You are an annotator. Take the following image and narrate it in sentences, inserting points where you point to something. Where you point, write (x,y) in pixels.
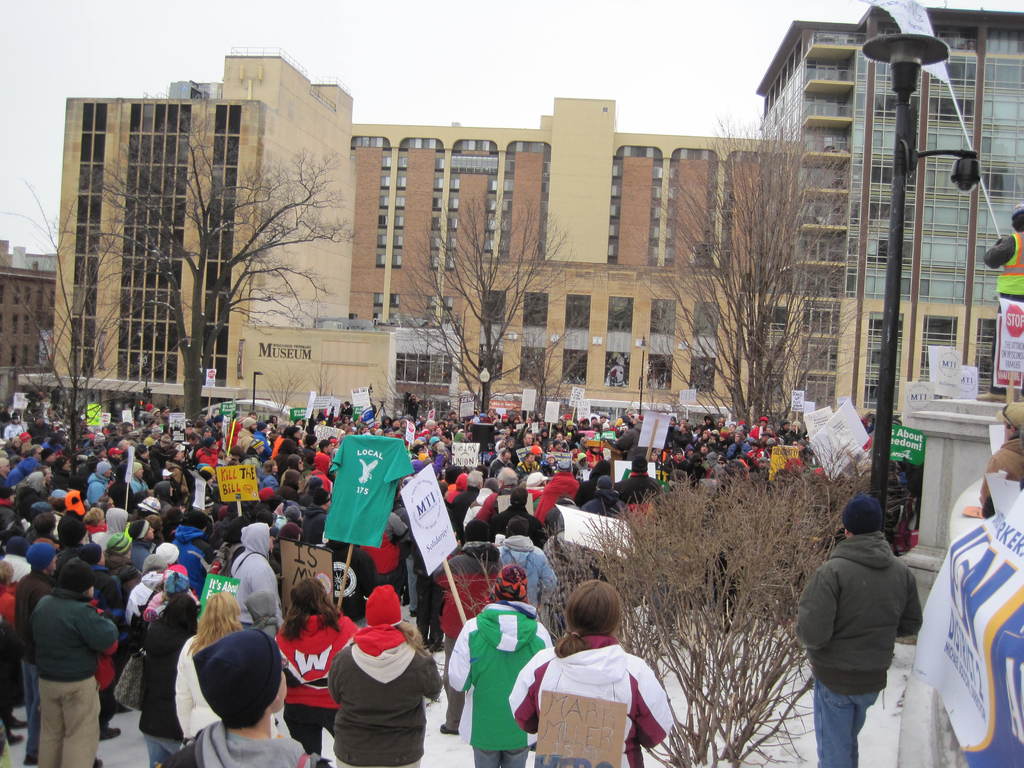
In the center of the image (415,420) there are people (166,654) holding placards (420,541). In the background of the image (477,156) there are buildings (575,138). There are trees (60,253). To the right side of the image (892,239) there is a pole (892,239). To the top of the image (697,72) there is sky (535,48).
